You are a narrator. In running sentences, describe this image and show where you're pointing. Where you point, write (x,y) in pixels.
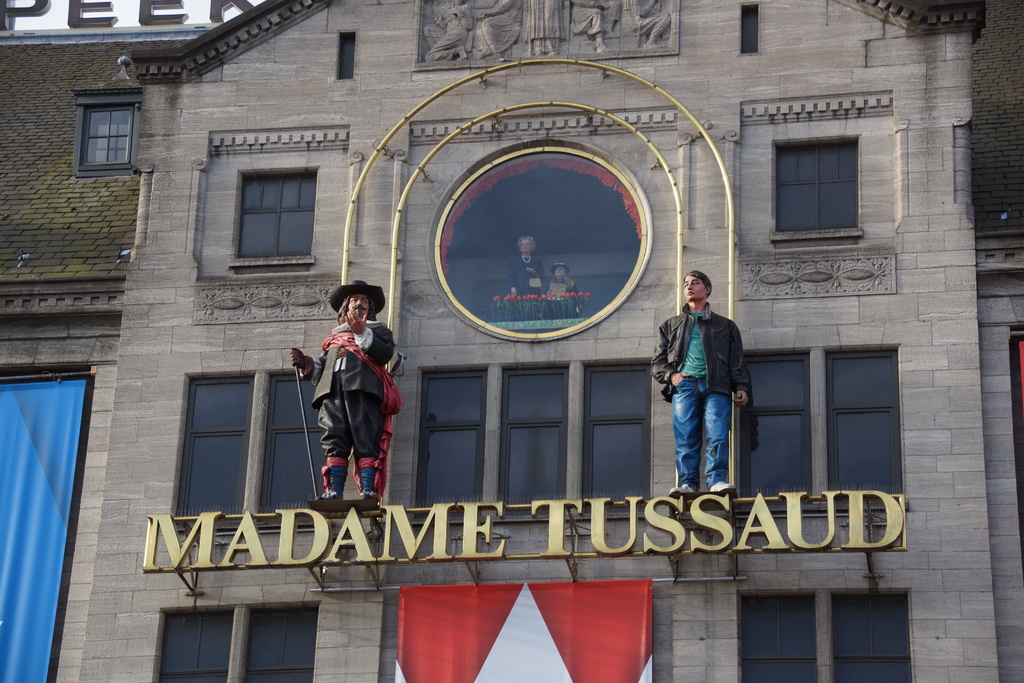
This is a building (411,425). I can see two statues (338,430) of the man (366,334) standing. This is a name board (440,550), which is attached to the building (929,537). These are the windows (276,204). This looks like a flag (456,630), which is hanging to the hanger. I can see the sculptures (547,31) on the building wall (628,45).
